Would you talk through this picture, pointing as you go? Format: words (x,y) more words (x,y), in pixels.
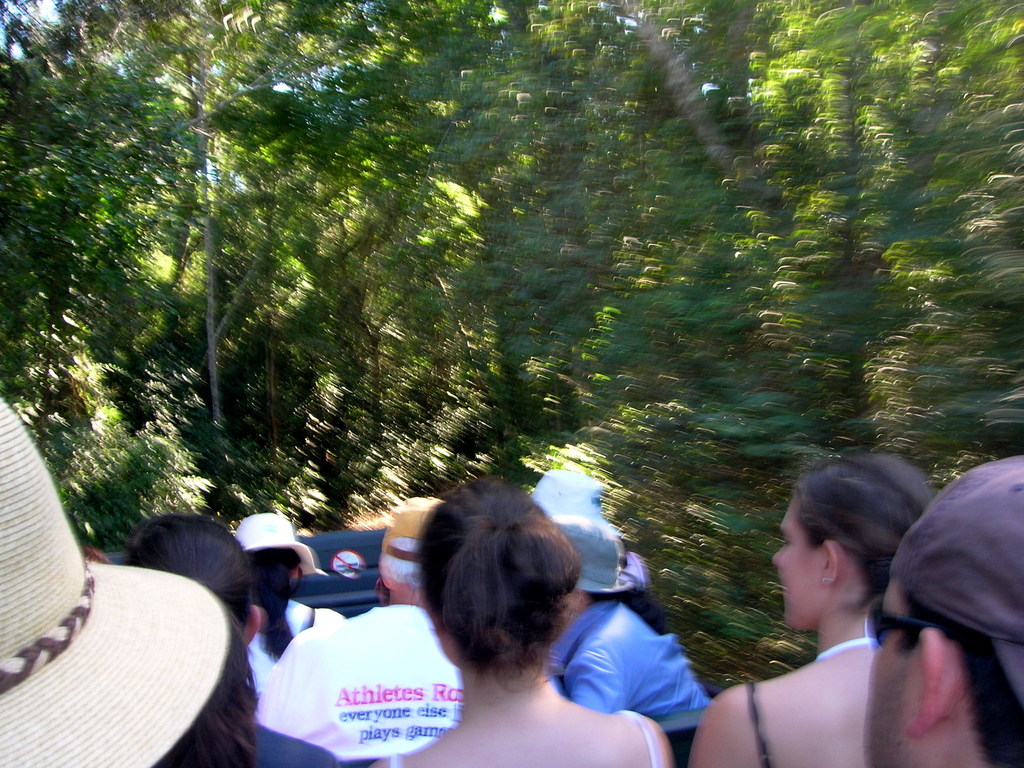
At the bottom of the image (426,623) there are people (416,636). In the background of the image (311,486) there are trees (467,380).
